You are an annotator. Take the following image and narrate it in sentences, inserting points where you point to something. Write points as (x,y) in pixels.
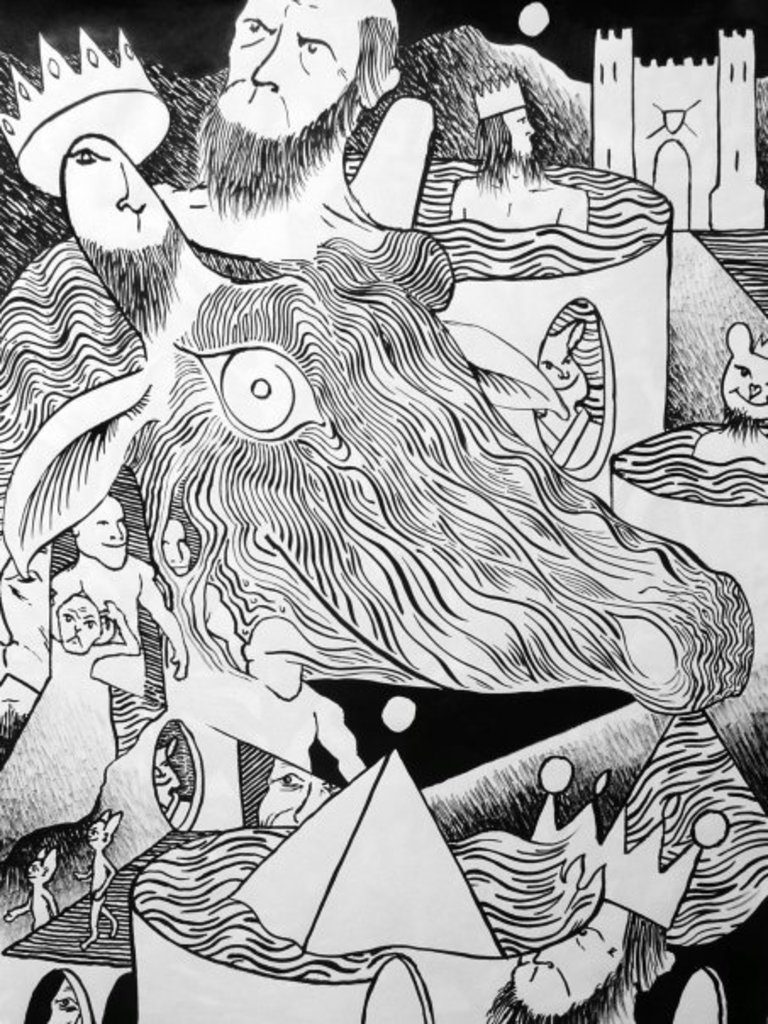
In this image I can see a sketch (338,507) and I can see color of this sketch (322,595) is black and white.
